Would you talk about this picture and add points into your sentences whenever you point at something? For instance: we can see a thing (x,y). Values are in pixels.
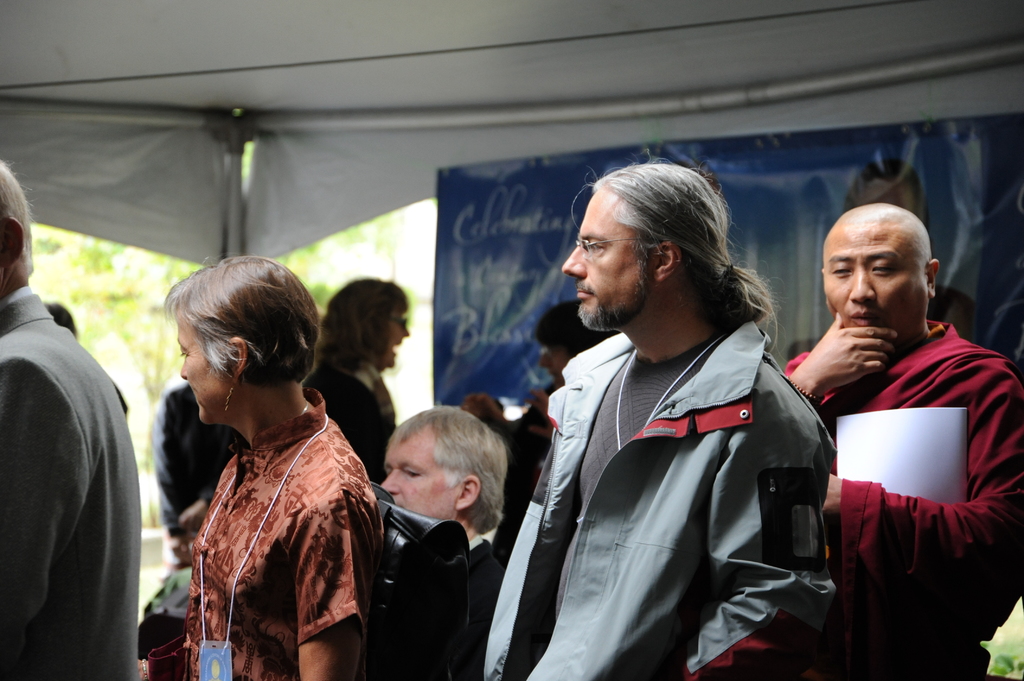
Here we can see few people (49,309) under a tent (283,132) and on the right (944,375) there is a man (957,372) standing by holding a file (918,459) in his hand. In the background (50,241) we can see poles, banner (764,229) and trees (124,248).
